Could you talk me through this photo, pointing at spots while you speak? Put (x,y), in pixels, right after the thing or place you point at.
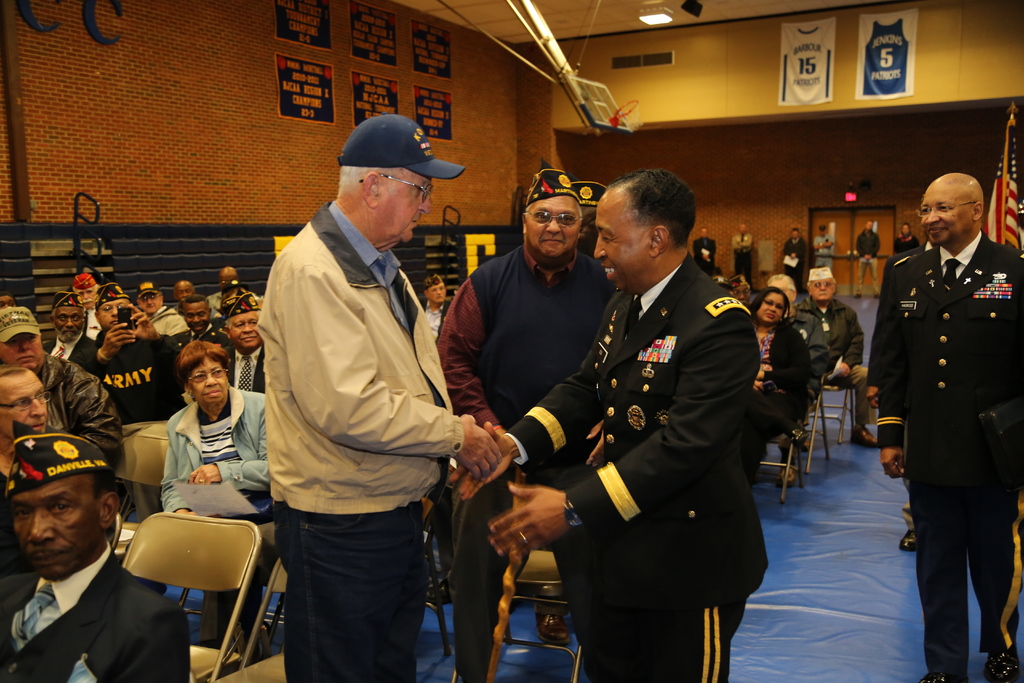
In this image we can see a group of people (552,319), some of them are sitting in the chairs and some of them are standing, the person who is sitting in the chair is holding a cell phone (133,318) and taking a picture of the person (361,339) who were standing, in the room (656,145) there is a flag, on the top (824,61) there are two posters (871,60).
